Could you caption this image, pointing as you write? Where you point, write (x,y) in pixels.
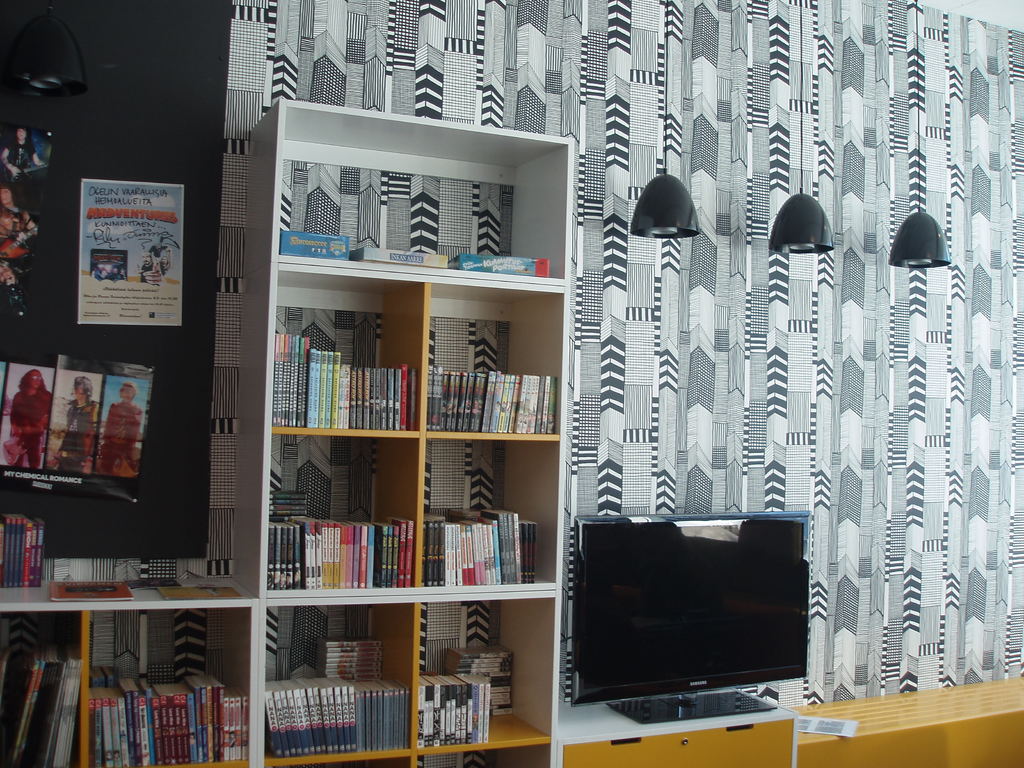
In this image I can see there are books (291,422) in the racks (286,603). In the middle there is a t. v (735,641). at the top (804,190) there are lights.
